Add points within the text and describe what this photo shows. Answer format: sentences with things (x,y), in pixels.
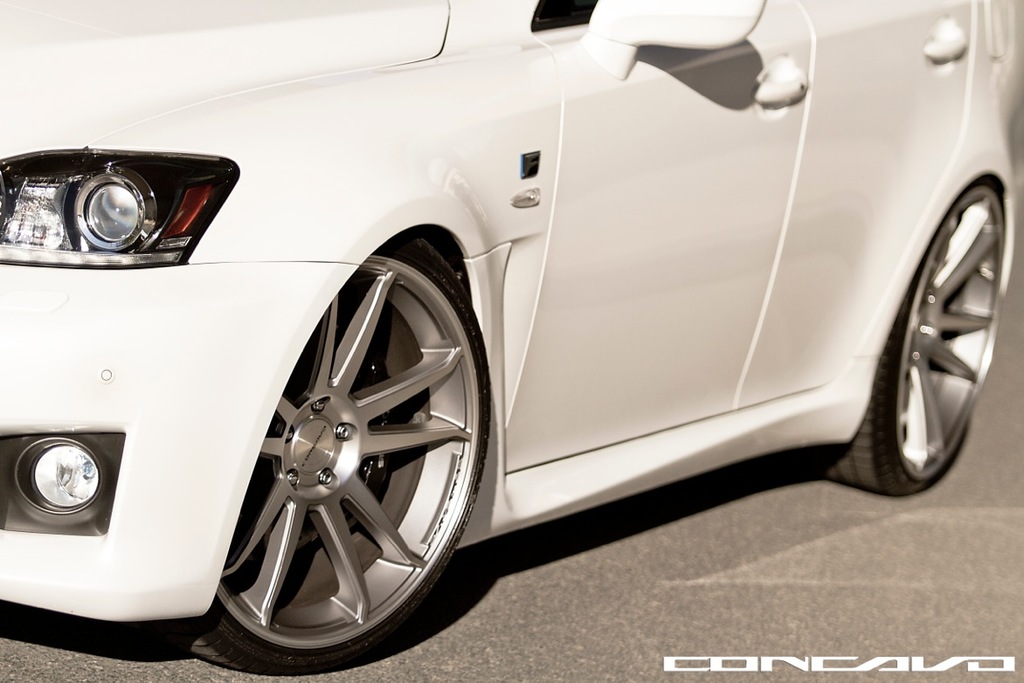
In this picture we can see a white color car (620,283), and we can find some text (956,660) at the right bottom of the image (864,670).
